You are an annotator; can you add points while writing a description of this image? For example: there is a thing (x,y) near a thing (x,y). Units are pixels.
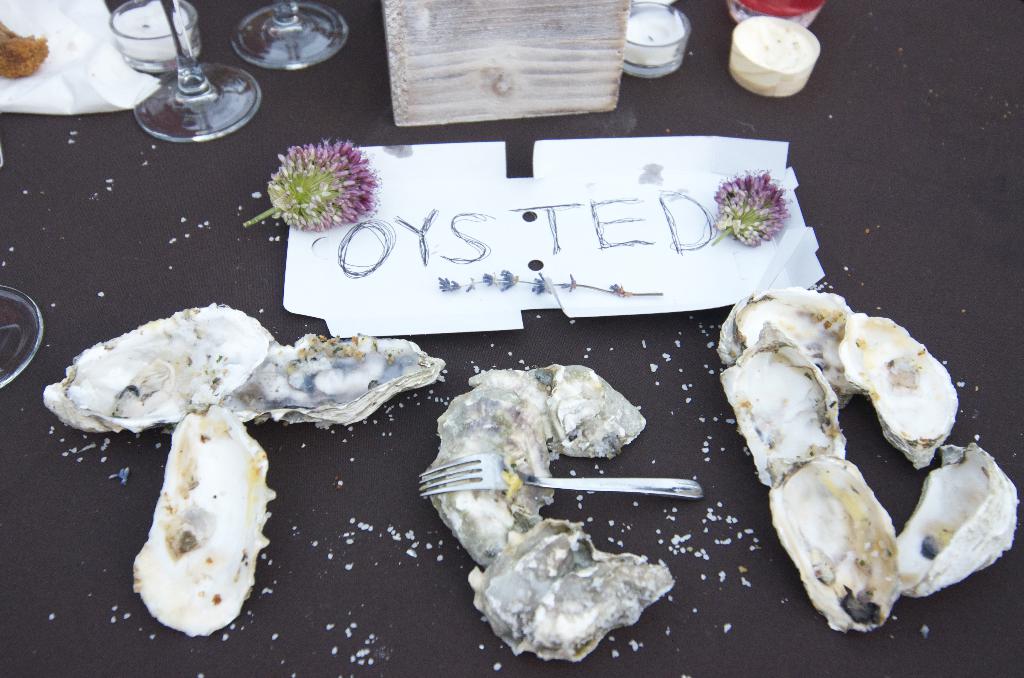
In this picture we can see a few food items (512,640), fork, flowers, text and a plant (491,277) on a white object (372,313). We can see a few glasses (22,318), tissue (91,74) and other objects (603,43) on a black surface (627,521).
